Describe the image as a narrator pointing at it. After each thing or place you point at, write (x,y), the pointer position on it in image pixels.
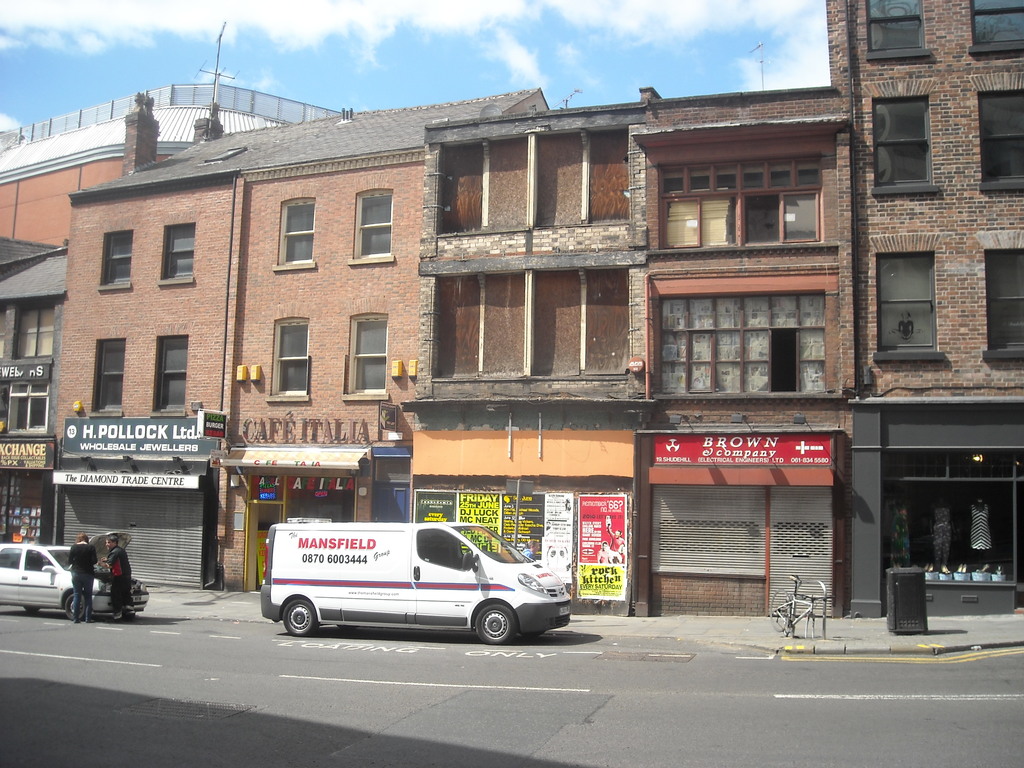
In this image there are buildings (762,243). At the bottom (490,534) there are vehicles (420,605) on the road (330,635). On the left (85,616) there are two people (123,557). In the background (515,47) there is sky (425,71).
